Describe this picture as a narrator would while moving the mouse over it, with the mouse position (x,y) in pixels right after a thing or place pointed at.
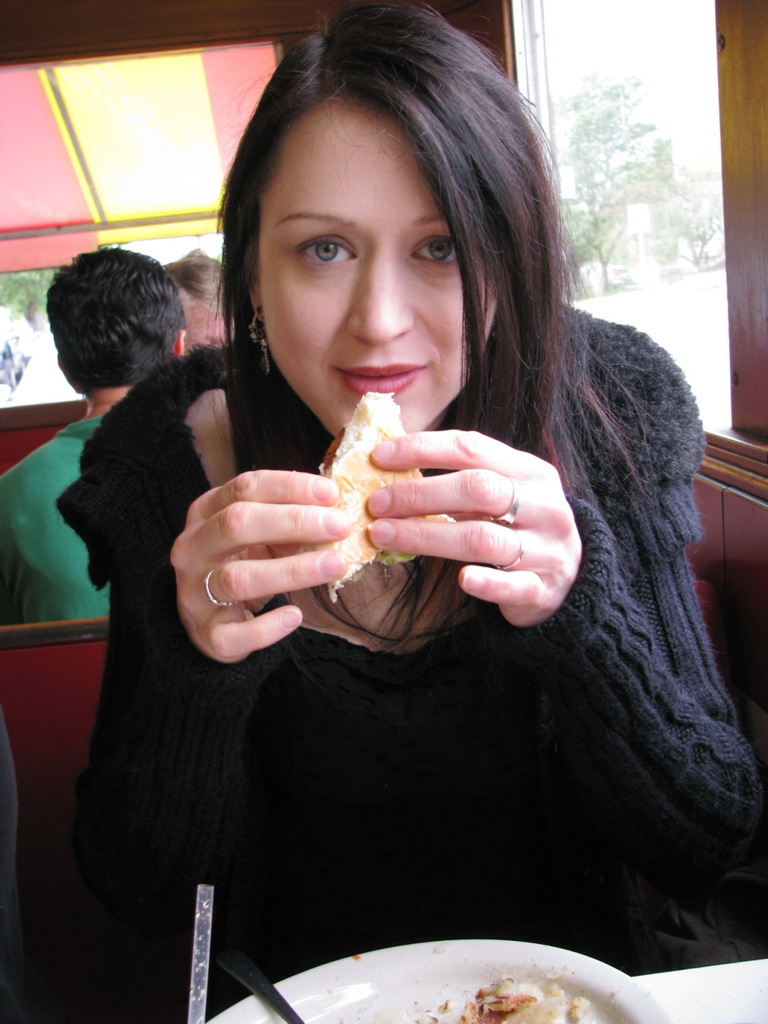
In this image in the foreground (437,410) there is one woman (127,768) who is sitting and she is holding something in her hand (381,527) in front of her there is one plate (340,995). In that plate (341,1008) there are some spoons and food (488,989) and in the background (137,369) there are some people (131,386) who are sitting and there are some trees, tent (146,169) and on the right side (729,190) there is a wooden wall (726,460).
